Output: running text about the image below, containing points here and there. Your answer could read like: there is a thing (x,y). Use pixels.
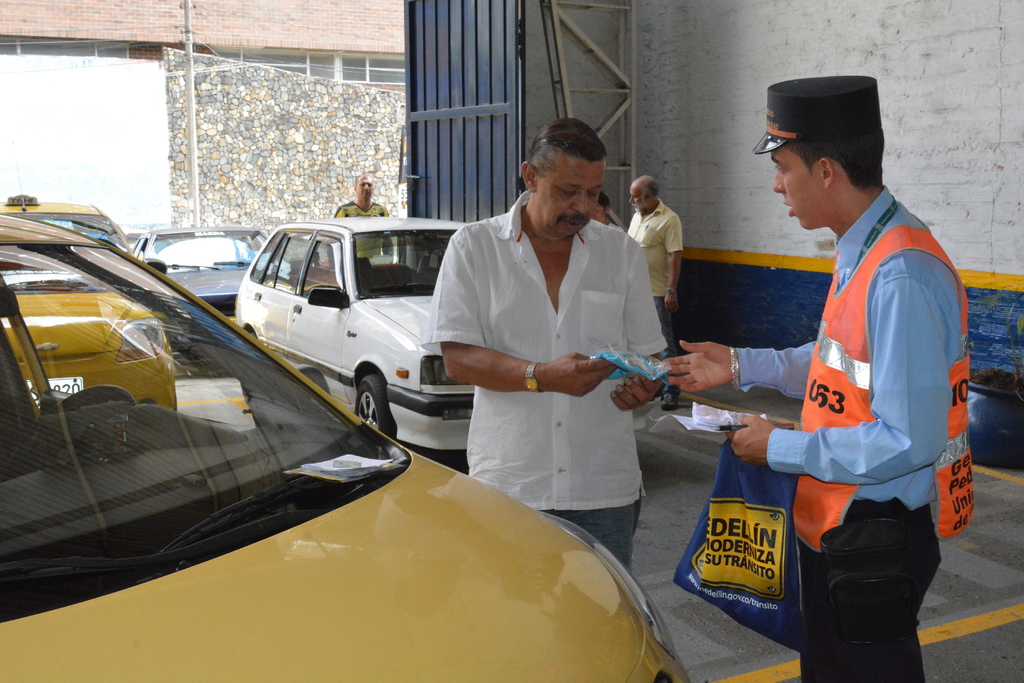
In the foreground of the picture (617,321) there are two persons (617,321) and a car (214,439). In the background (217,242) there are cars (346,223), people (364,188), gate (441,64) and wall (888,27). In the background (201,45) there is a building (211,11) and a current pole (189,155).
